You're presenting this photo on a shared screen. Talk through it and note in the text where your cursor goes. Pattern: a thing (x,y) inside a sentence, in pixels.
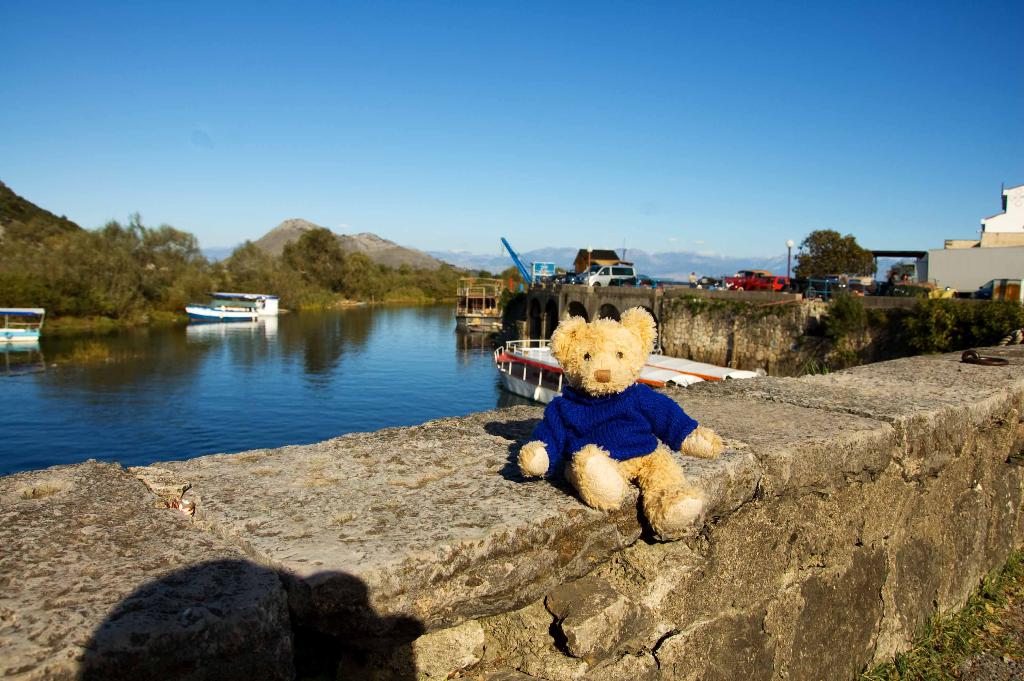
In the foreground of the picture (728,525) I can see a teddy bear (624,321) on the wall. I can see the ships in the water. There are vehicles (594,270) on the road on the right side (1008,291). I can see a house (934,270) on the top right side (1007,225). In the background (25,229), I can see the hills (4,219) and trees (66,232). The sky (419,171) is clear.
